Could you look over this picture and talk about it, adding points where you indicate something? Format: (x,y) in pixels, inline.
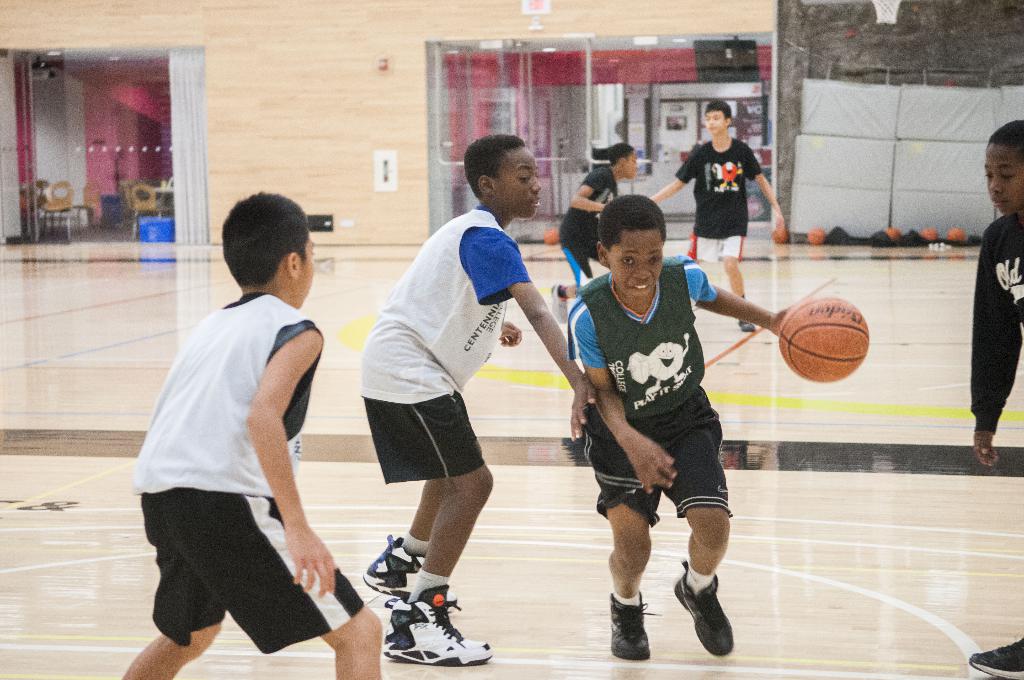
In this image we can see some children (591,458) standing on the floor (571,490). A child (612,479) is holding a ball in his hand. On the backside (298,165) we can see some chairs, wall (209,157), curtains (188,119), television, photo frame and some balls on the floor (873,433).
